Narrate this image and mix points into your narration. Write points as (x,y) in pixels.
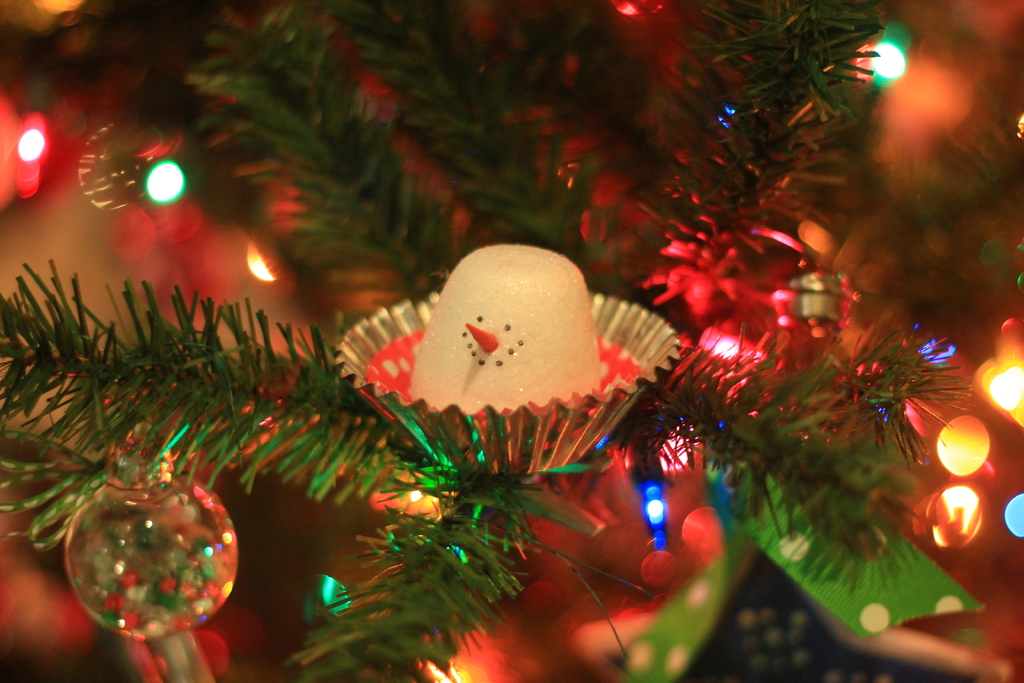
In this picture there is a tree (643,210) which is decorated with some objects (621,323) on it and there are few lights (18,173) in the background (980,463).
